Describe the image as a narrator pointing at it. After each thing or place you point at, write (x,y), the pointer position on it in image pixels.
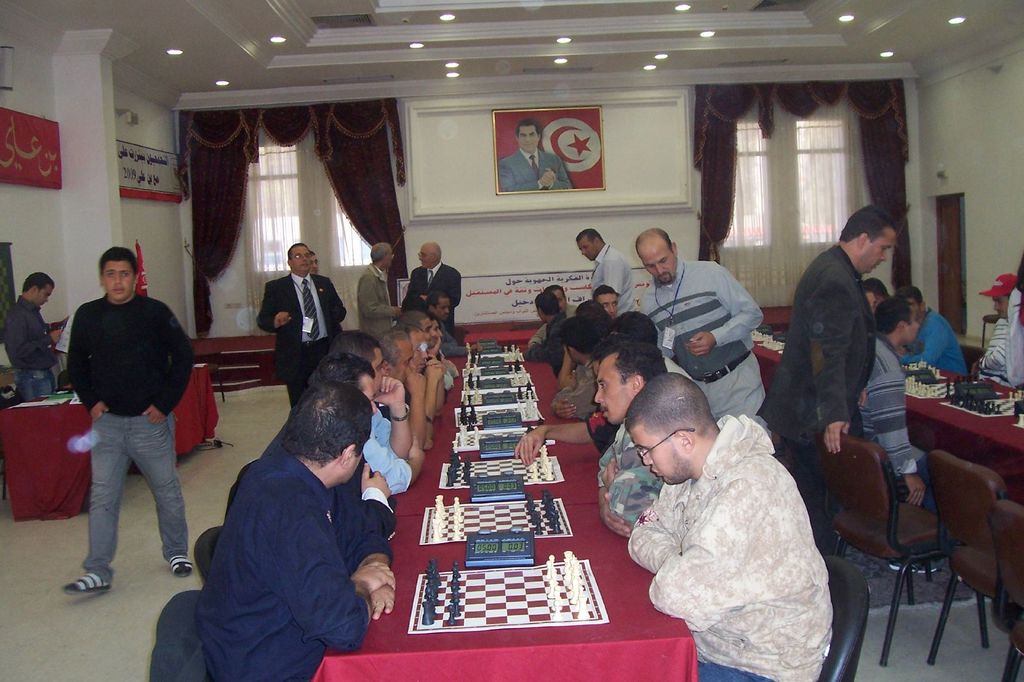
here in this picture we can see the people (327,591) sitting in the chairs (851,441) and playing chess board (599,597) which are in front of them on the table (420,476), here we can also see some people (311,252) are walking around them, here we can see a frame (552,119) on the wall (532,210).
